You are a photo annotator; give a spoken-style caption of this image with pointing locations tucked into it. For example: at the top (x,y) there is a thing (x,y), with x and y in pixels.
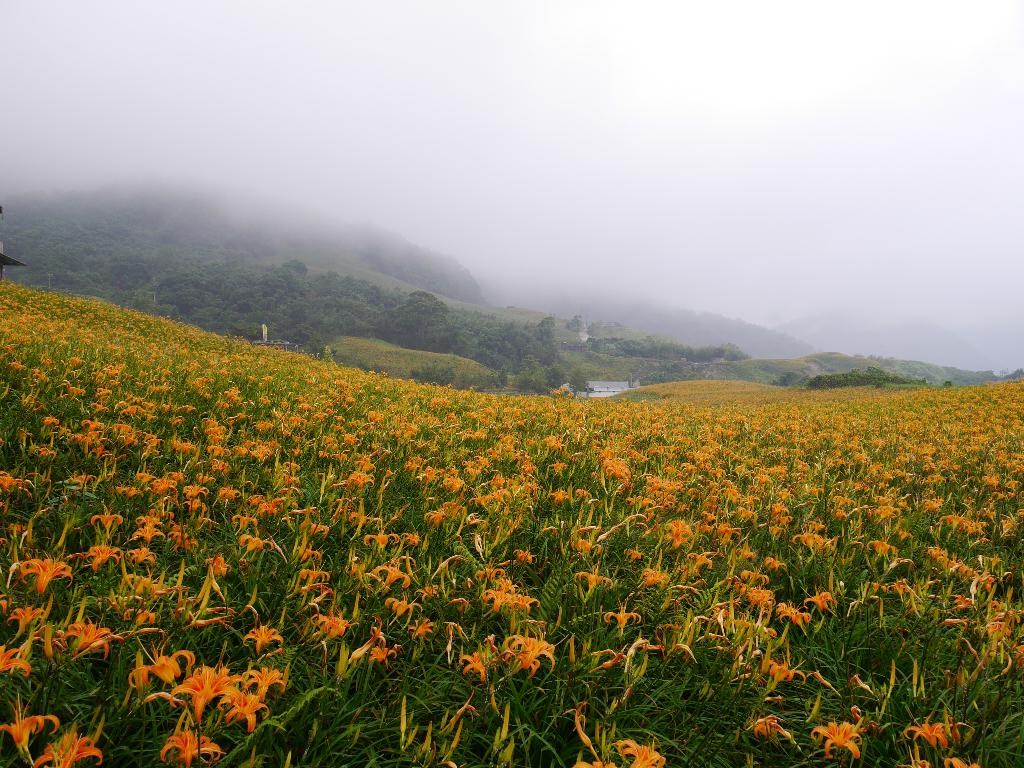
In this image we can see there are flower plants (258,501), trees (529,348) and sky (622,236).
